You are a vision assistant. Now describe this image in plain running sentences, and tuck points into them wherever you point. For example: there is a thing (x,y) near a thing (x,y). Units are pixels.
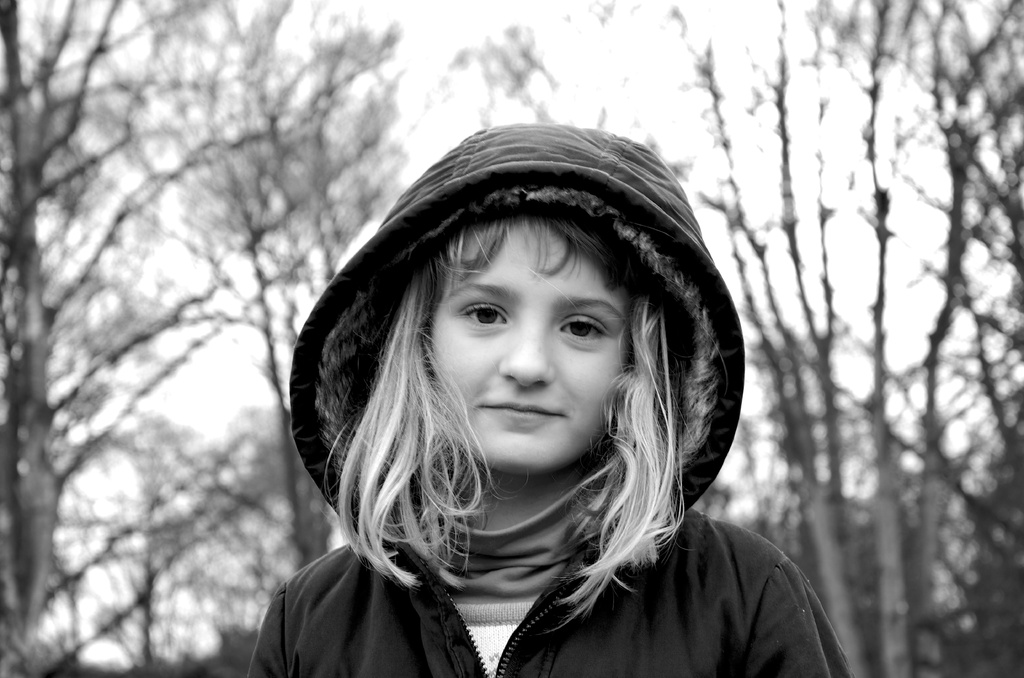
This is a black and white pic. Here we can see a girl (592,324). In the background (389,206) there are trees (260,167) and sky (110,69).
